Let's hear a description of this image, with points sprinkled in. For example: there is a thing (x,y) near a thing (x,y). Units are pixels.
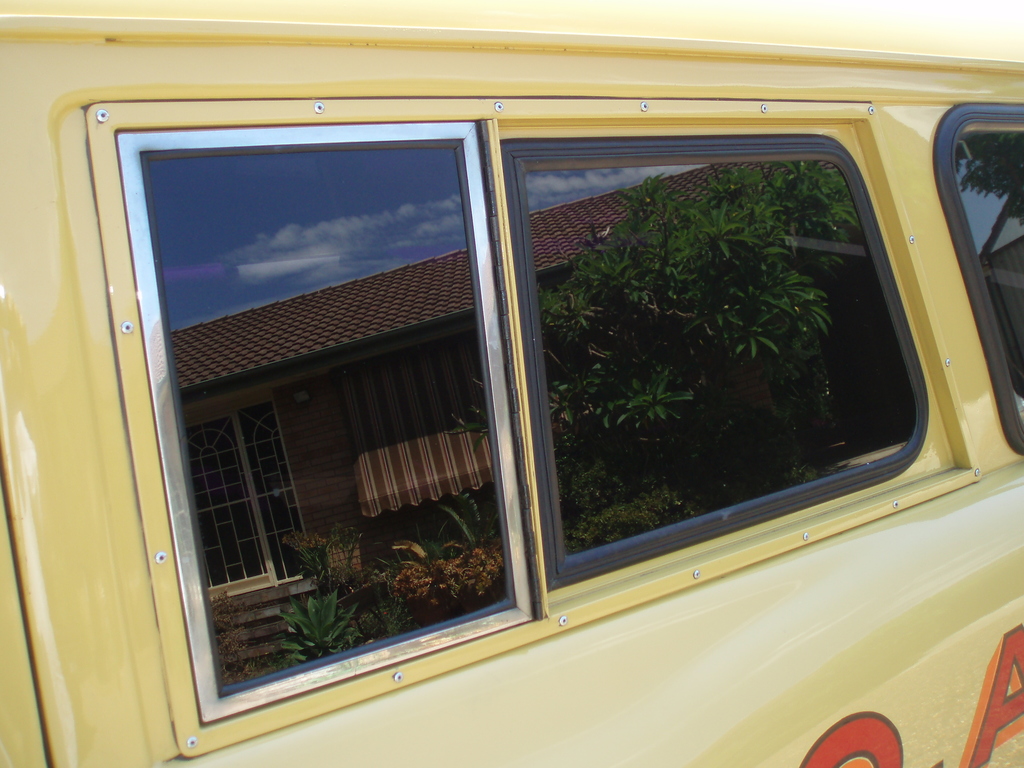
In this image I can see the vehicle (741,347) in yellow color and I can also see few glass windows (598,340). On the glass (768,465) I can see the reflection (425,275) of the house (317,414), few trees (635,354) in green color and the sky (280,280) is in white and blue color.
